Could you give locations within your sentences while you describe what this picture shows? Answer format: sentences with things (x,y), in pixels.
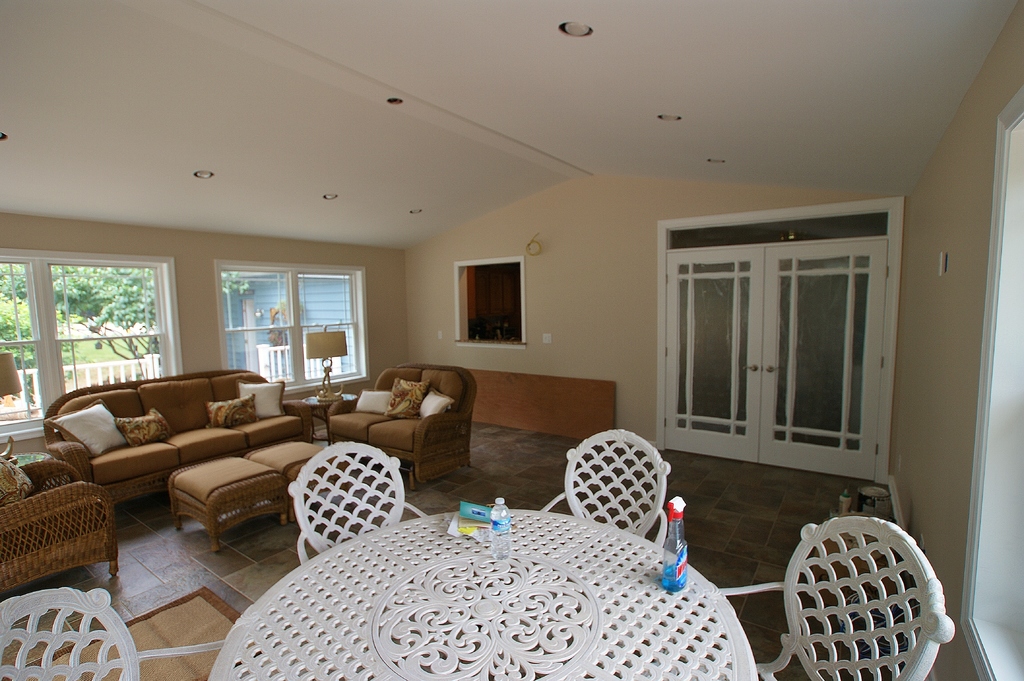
This picture is clicked inside the room (840,148). Here, we see sofa set (186,466) on which four pillows (219,424) are placed. In front of the picture, we see a white table (595,643) around which four chairs (114,640) are placed. On the table (421,543), we see two bottles (673,578) and book (472,516) and on the right side of the picture (730,341), we see white door (721,320) and on left side of the picture (269,269), we see windows (82,325) from which we see a blue building (308,305) and trees (106,317).
